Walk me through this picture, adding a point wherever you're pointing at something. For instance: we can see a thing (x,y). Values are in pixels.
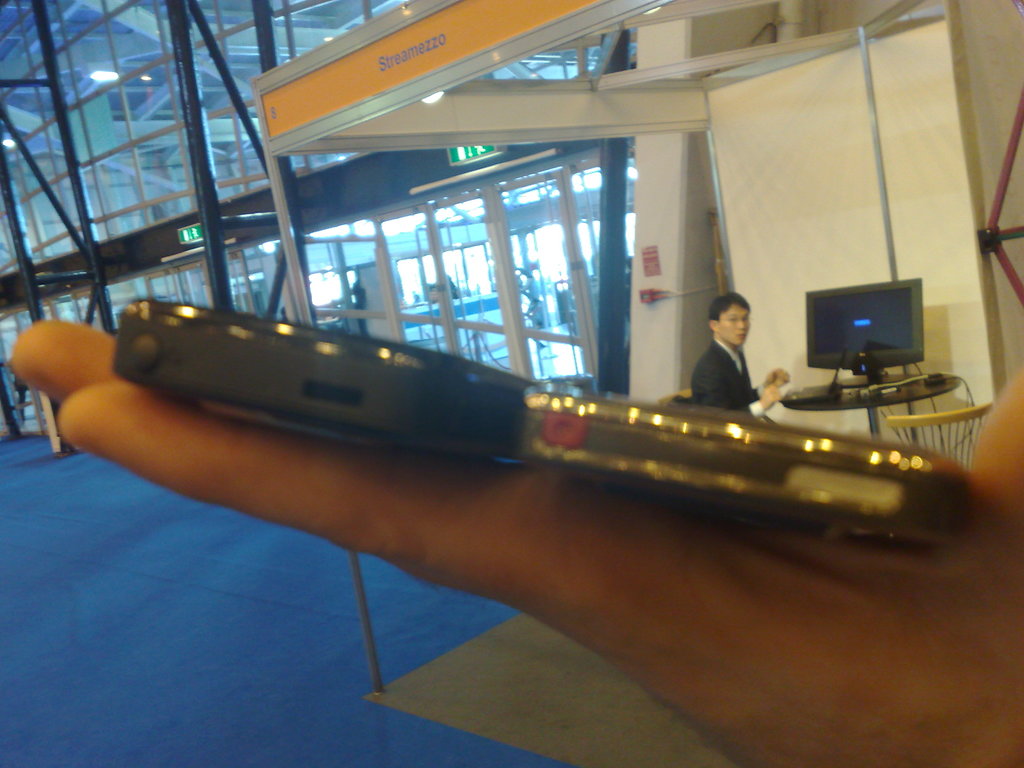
In this image I can see a person's hand (854,652) and on it I can see two objects (634,453) which are black and gold in color. In the background (50,629) I can see the blue colored floor (142,597), a person (727,375) wearing black colored dress (703,386), a table (789,406) with a monitor (865,305) on it, the glass building (201,265), the ceiling (124,62), few lights (434,99) to the ceiling (127,14) and a green colored sign board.
